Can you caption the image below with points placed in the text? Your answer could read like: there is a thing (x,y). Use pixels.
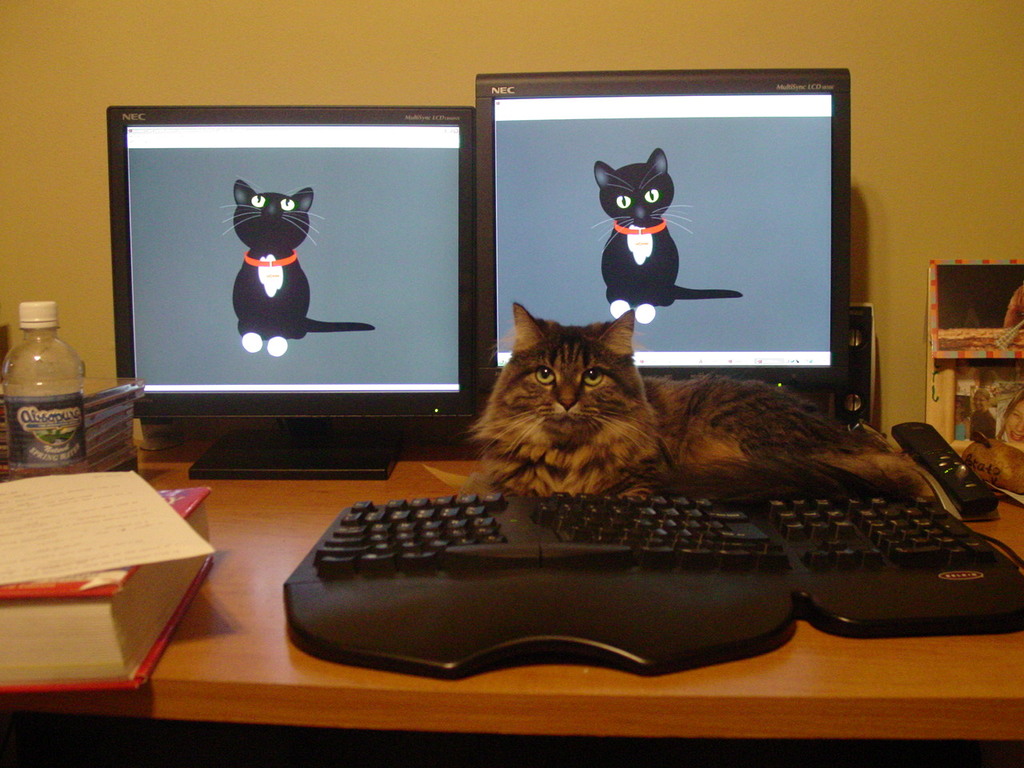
At the bottom (893,711), a table (456,718) is there on which systems (196,369) are there, bottle (78,414), book (192,515), keyboard (374,581), remote (981,497) and a photo frame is there. And on which cat (682,468) is sitting. The background wall (52,119) is light brown in color. This image is taken inside a house (539,235).
